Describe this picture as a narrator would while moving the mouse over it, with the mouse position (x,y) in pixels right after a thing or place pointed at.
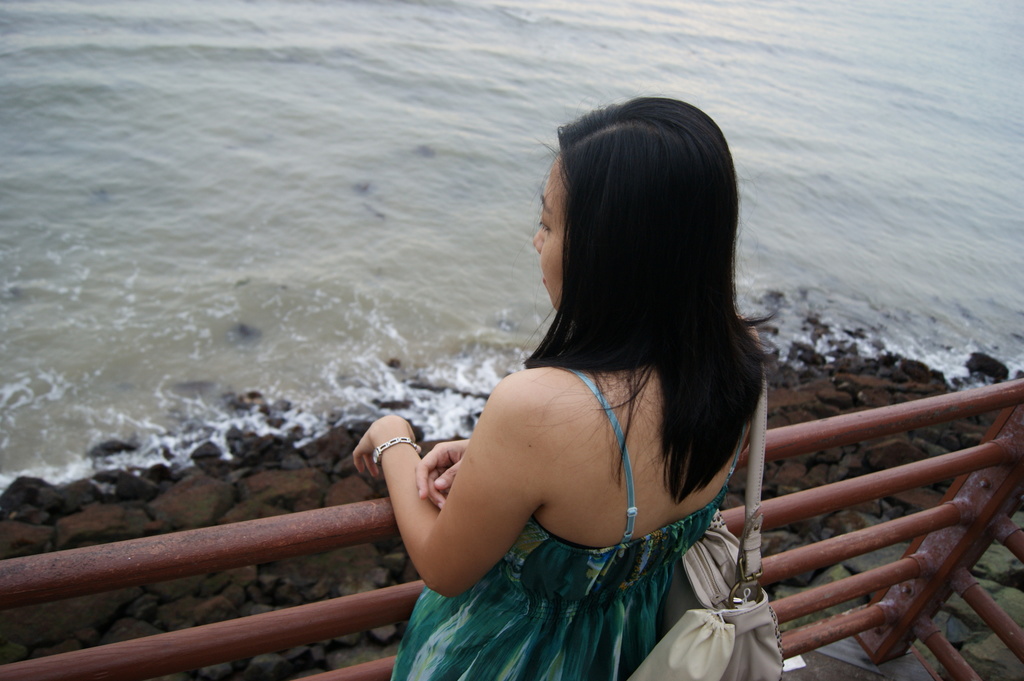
In this image we can see a woman (690,357) is standing, she is wearing the bag (693,563), here is the metal rod (800,548), here are the rocks (852,517), here is the water (515,187).
